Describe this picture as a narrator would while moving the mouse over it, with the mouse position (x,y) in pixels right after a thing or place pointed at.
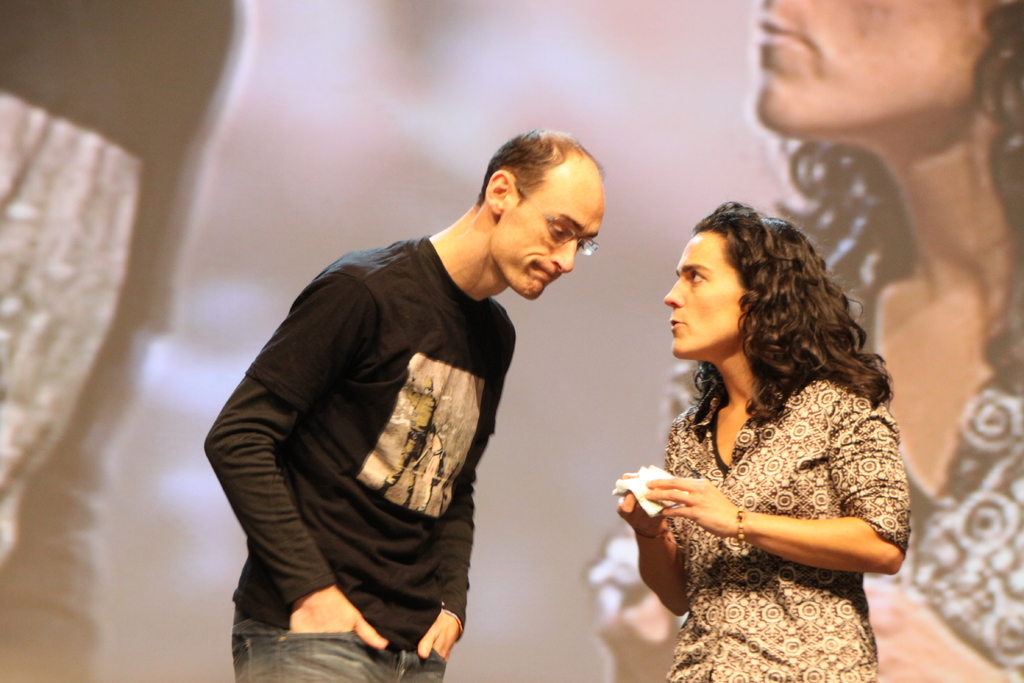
In the middle (425,425) a man (441,401) is standing, he wore black color t-shirt (404,422) and jeans (383,656). On the right side (767,350) a woman (797,516) is standing and speaking, she wore shirt (777,513).
